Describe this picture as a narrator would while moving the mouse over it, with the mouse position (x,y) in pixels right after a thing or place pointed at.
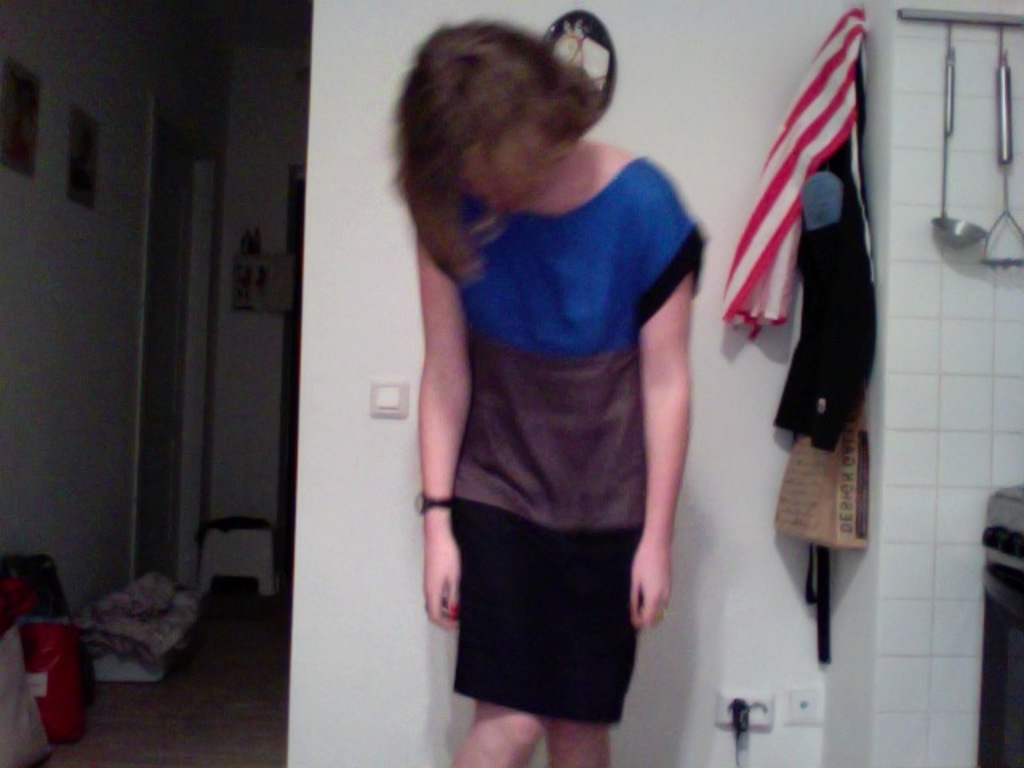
This picture is taken inside the room (916,540). In this image, in the middle (562,461), we can see a woman (620,199) standing. On the right side of the image (1004,614), we can see a machine (1018,645) and few clothes (833,119), switch board (763,696). On the left side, we can see some clothes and a photo frame (83,187) which is attached to wall (65,361).
